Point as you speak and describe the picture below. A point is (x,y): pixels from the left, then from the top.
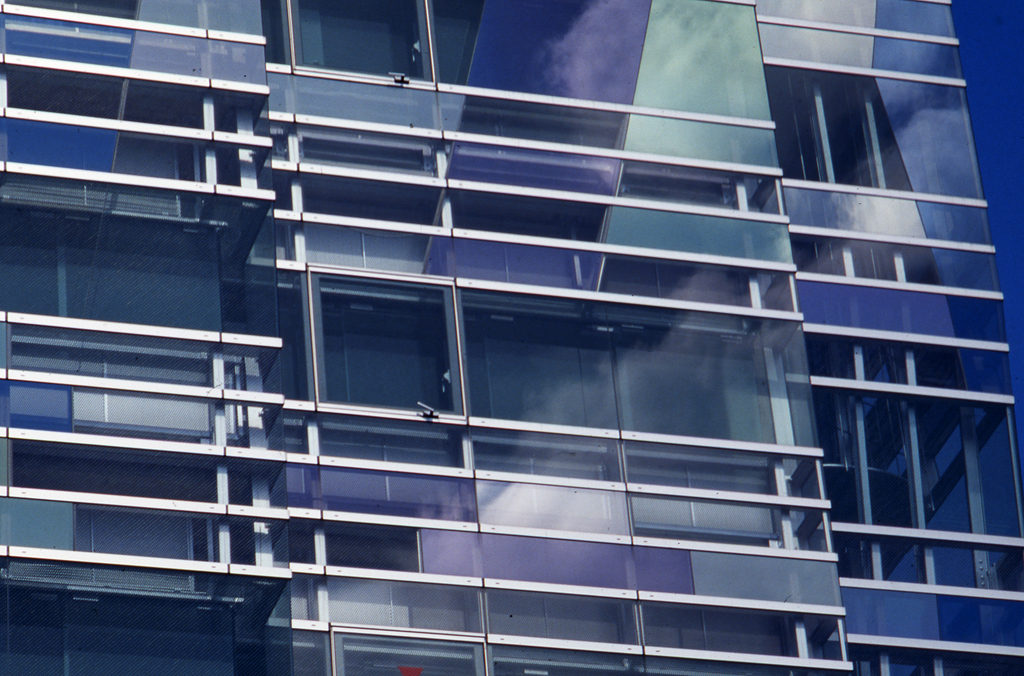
In this picture we can see a building (624,107).
